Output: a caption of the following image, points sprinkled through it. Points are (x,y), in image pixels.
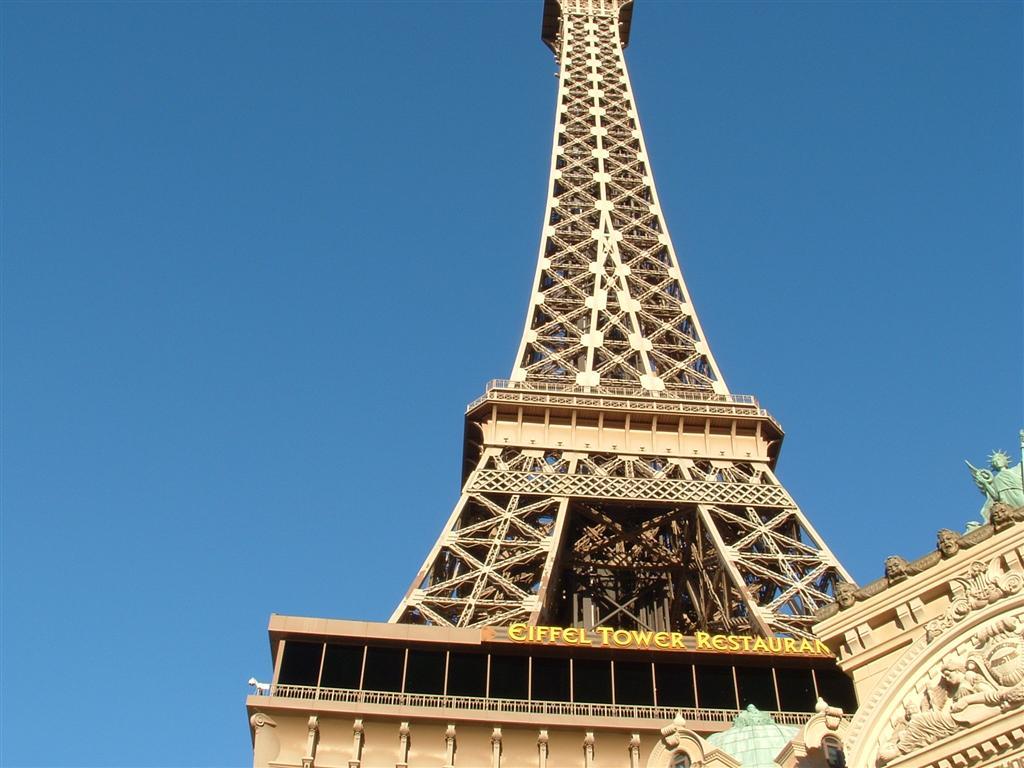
In this image there is a Eiffel tower restaurant (670,649), beside that there is another building (949,738).
